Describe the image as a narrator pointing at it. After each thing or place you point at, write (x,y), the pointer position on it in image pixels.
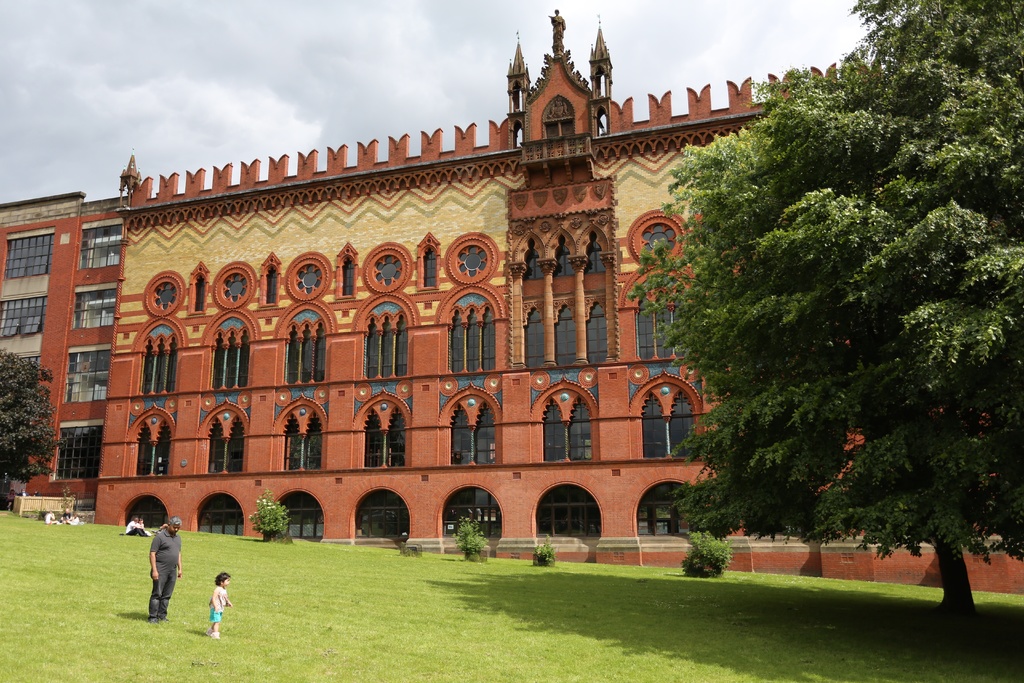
In this image we can see some persons (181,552) sitting on the ground (130,555) and some are standing on the ground (98,540). In the background (247,524) there are buildings (288,351), trees (734,454), statue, bushes (275,508) and sky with clouds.
